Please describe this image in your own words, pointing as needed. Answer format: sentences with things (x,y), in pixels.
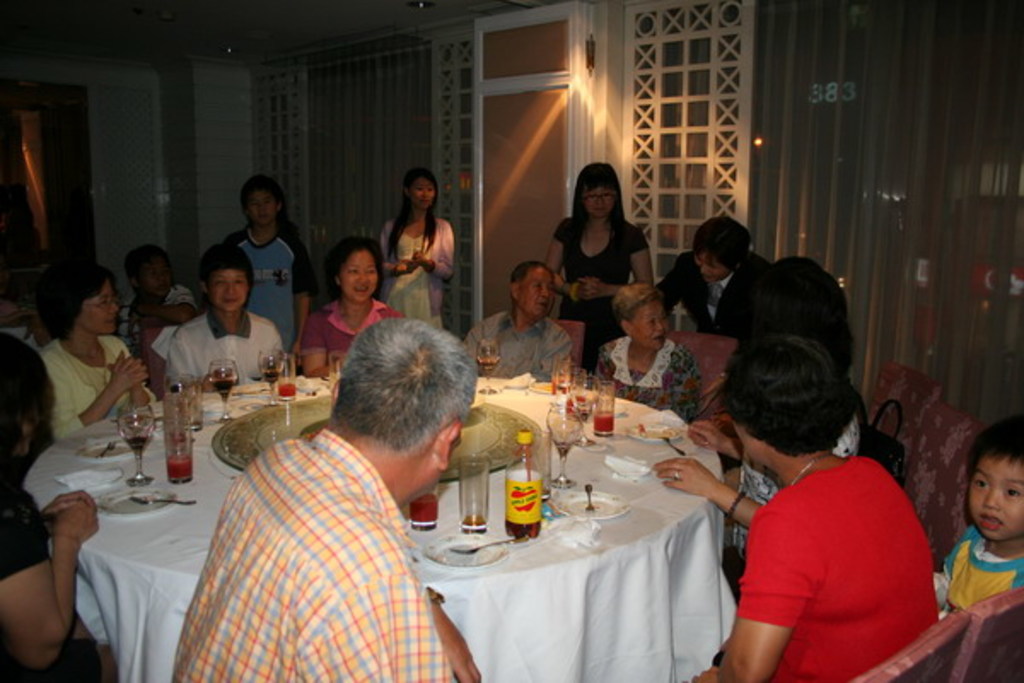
people (755,635) are seated around the table (520,581) on the chairs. on the table (548,593) there are plates (585,510), knife (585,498), glasses (472,495). at the back (293,234) 4 people (643,277) are standing. behind them there is a door (510,206).
